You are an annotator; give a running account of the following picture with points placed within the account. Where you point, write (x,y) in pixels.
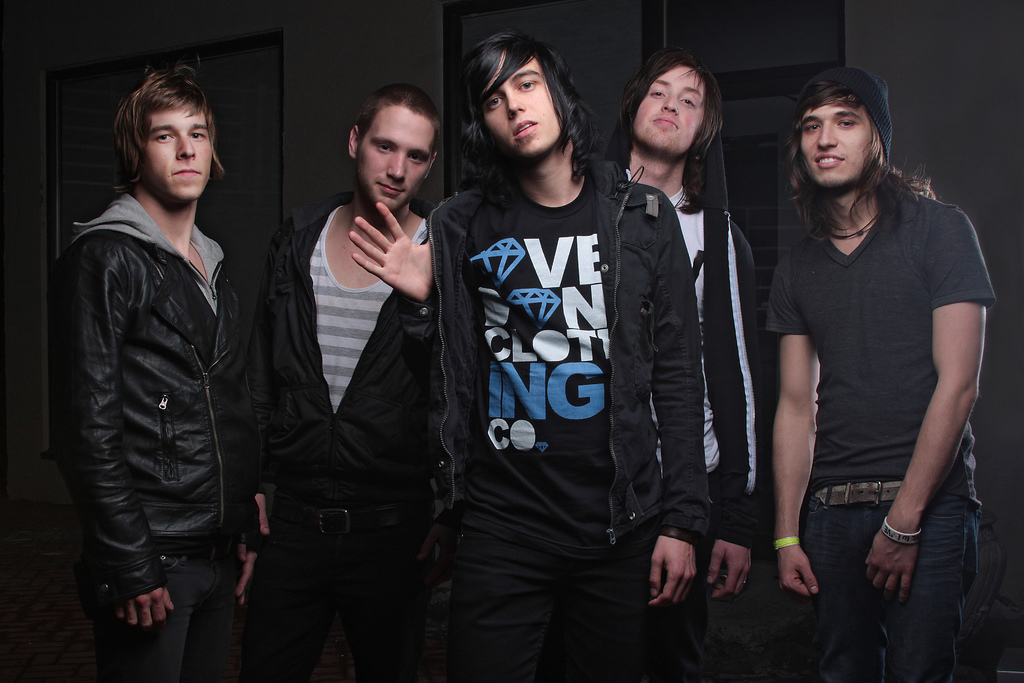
In this image there are group of five boys (556,327) in the middle (515,327). In the background (431,63) there is a wall (429,19). On the left side (87,91) there is a door (64,122).
